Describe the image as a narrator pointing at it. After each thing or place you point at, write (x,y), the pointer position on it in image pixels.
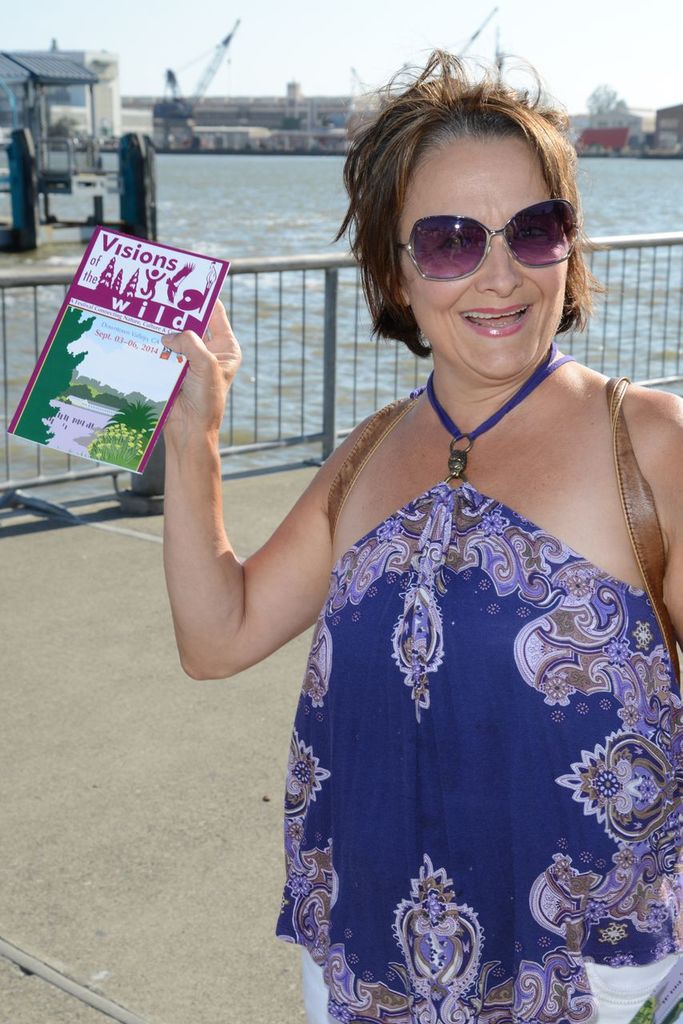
In this image we can see a lady (441,313) holding a poster (63,398) with text (157,257) on it, there is a railing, buildings (93,62), also we can see the water (281,202), and the sky (384,50).
